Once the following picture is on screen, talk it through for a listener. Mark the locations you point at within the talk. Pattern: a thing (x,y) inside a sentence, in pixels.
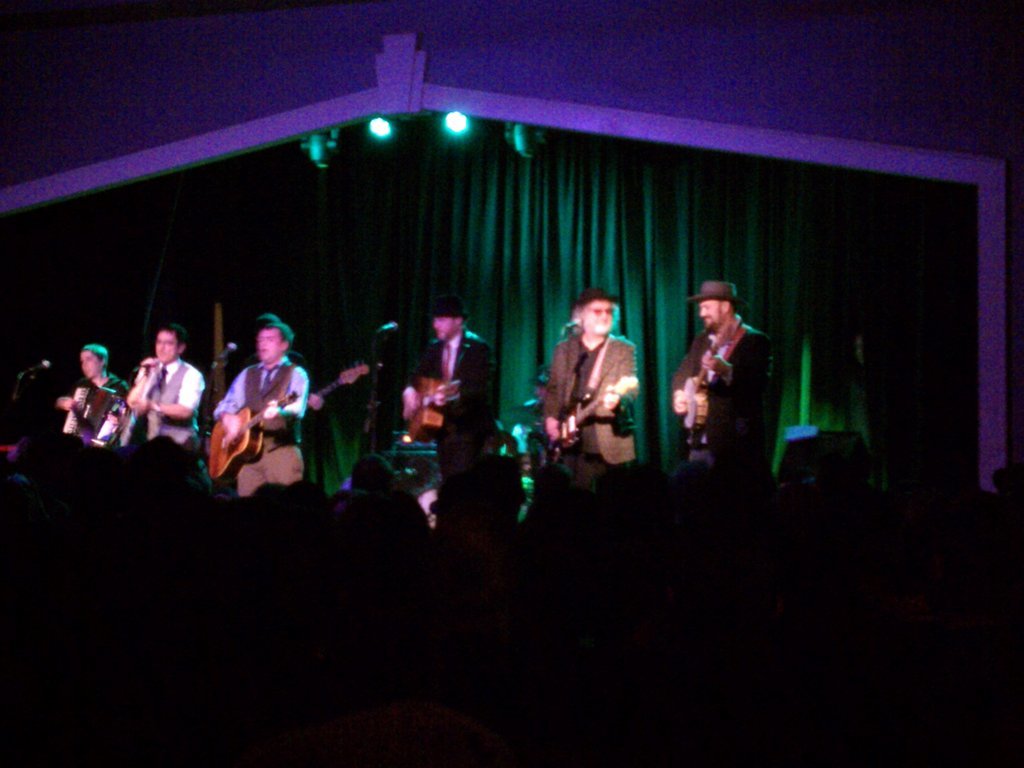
In this image there are so many people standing on stage (534,482) and playing musical instruments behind them there is a curtain (75,327) hanging and some lights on the roof (532,69).
